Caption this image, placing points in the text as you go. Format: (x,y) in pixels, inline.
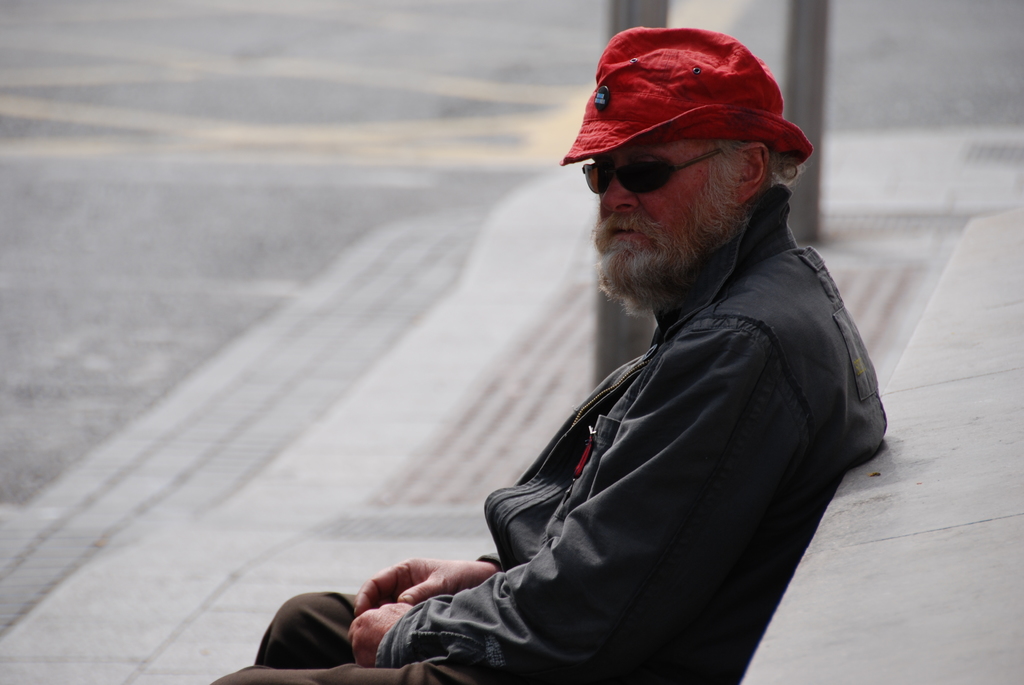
In this picture I can see a man (621,477) wearing a coat (705,477), a cap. At the top (430,118) it looks like the road (354,136).
